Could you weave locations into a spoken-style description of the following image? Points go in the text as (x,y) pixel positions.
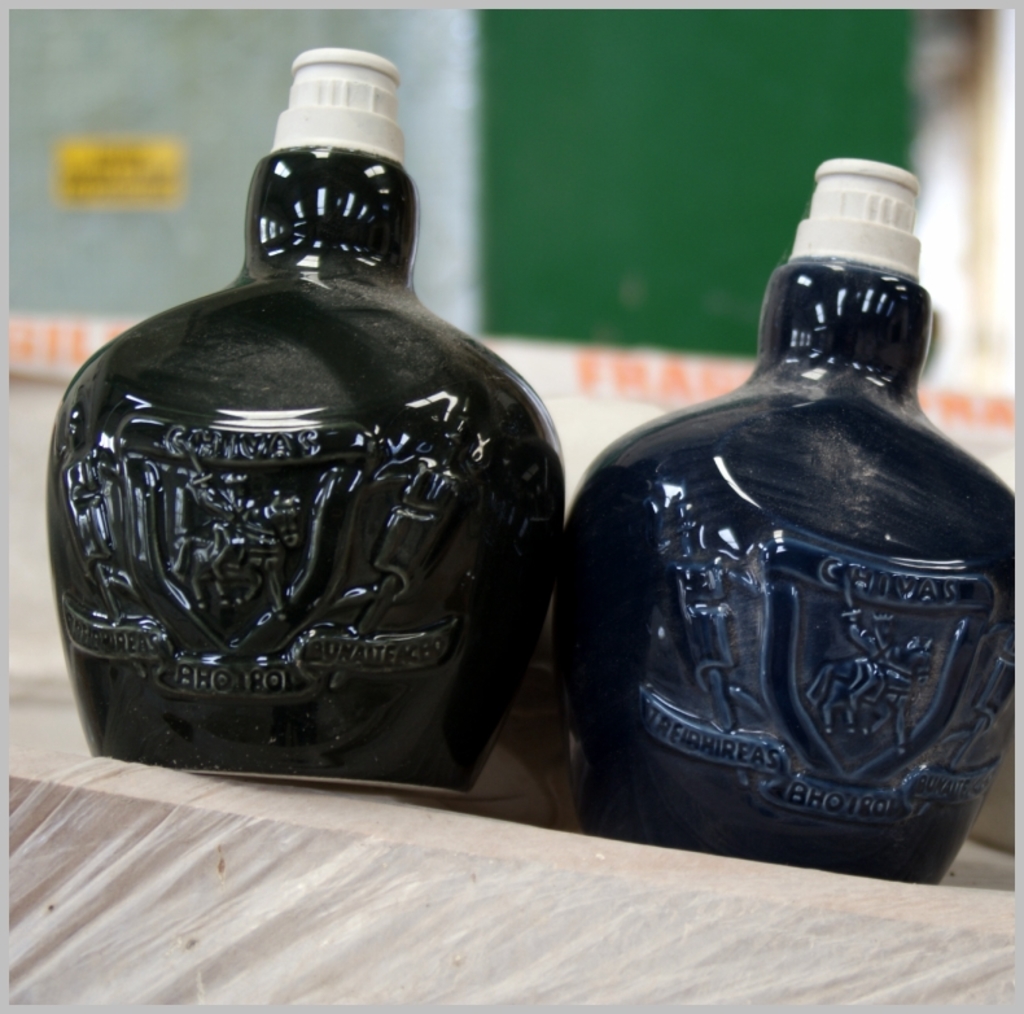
In the picture I can see two bottles (185,634) are kept on the surface (382,883). The bottle (420,499) on the left side (62,470) is black in color and the bottle (659,712) on the right side (871,592) is dark blue in color and the background of the image (55,156) is blurred.
